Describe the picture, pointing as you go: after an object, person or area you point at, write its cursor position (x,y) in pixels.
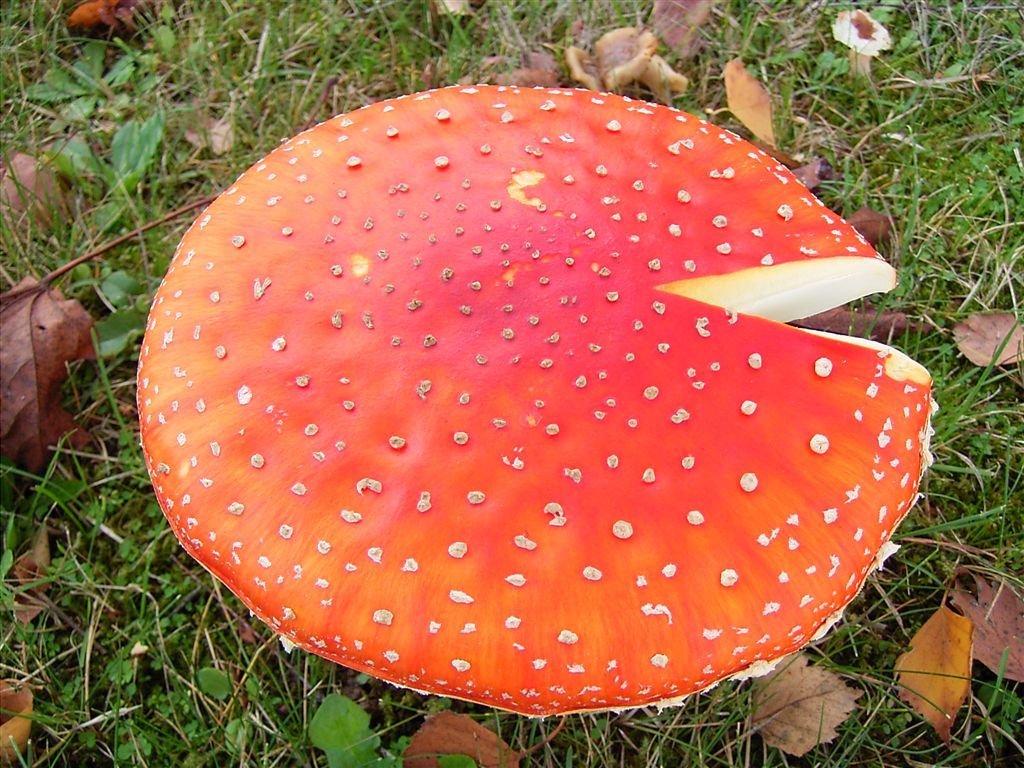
In the picture we can see a grass surface (104,119) with plant saplings (36,97) and dried leaves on it and a mushroom (695,478) which is dark orange and some yellow in color with some spots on it.
